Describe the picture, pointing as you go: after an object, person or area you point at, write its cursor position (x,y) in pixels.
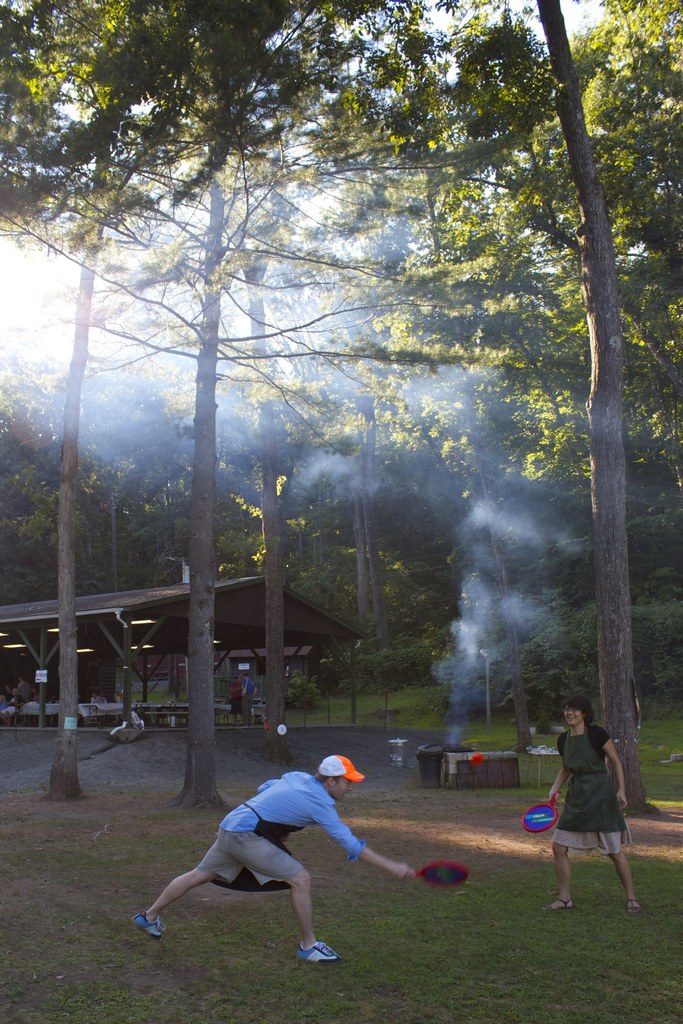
In this image I can see grass ground (416,829) and on it I can see two people (614,860) are standing. I can also see both of them are holding few things (454,862) and here I can see one of them is wearing a cap (335,768). In the background (297,692) I can see smoke (373,492), number of trees (354,403) and few other things (86,698).
